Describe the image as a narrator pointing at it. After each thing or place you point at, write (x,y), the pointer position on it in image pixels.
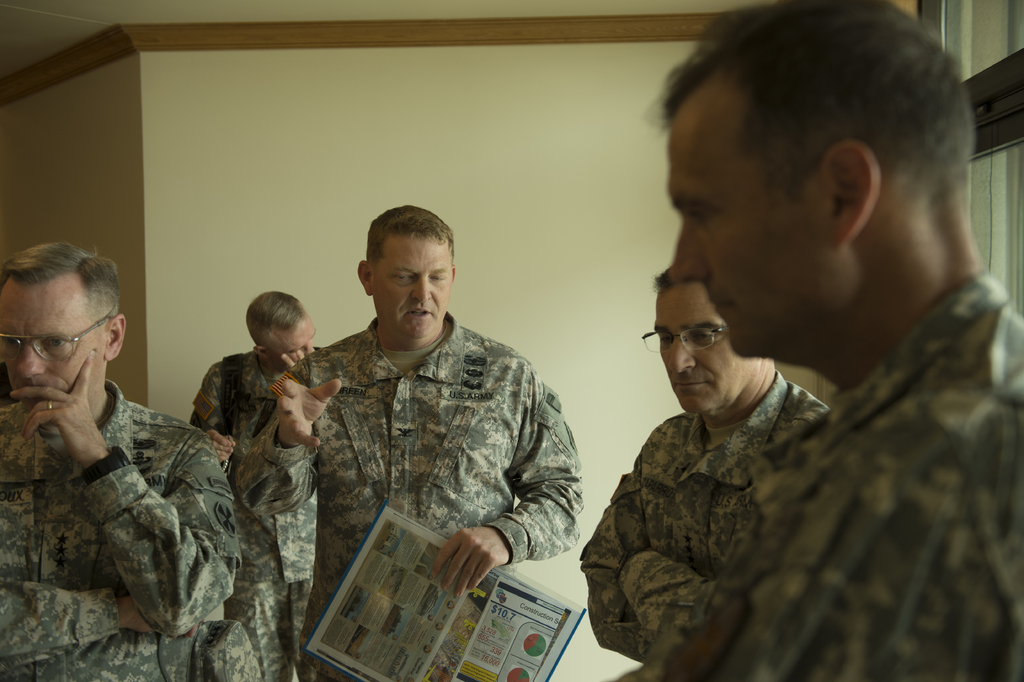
In this image I can see in the middle (491,432) a man (429,387) is speaking. Around him there are few men (610,548) all of them are wearing the army dresses (563,535).
